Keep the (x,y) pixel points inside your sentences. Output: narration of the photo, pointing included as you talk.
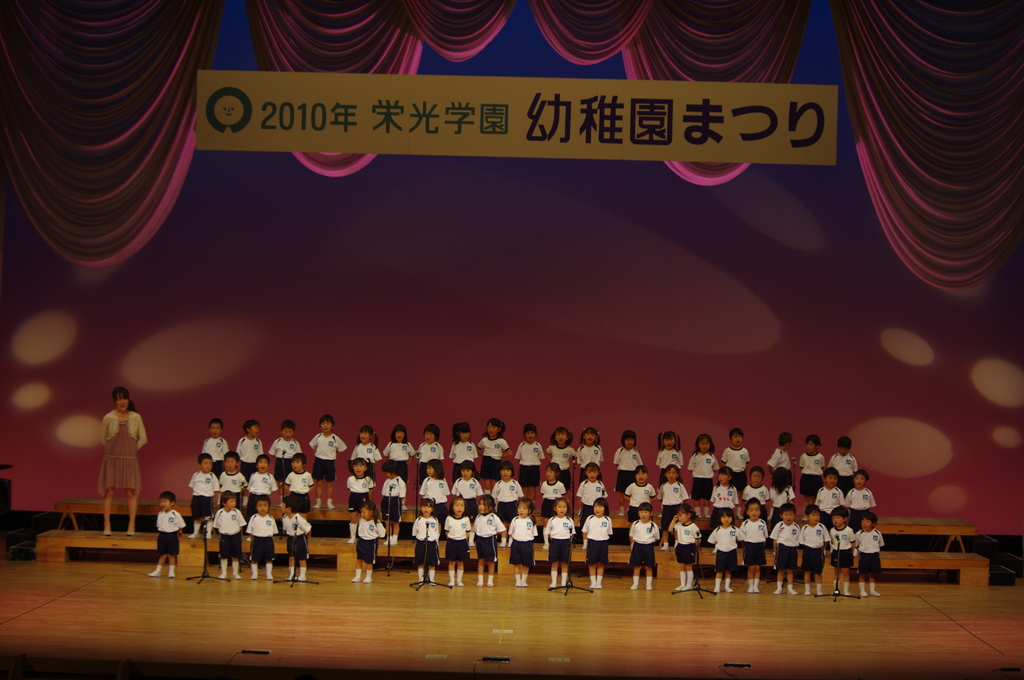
In the image there are a group of kids (491,546) standing on the stage (708,629) and on the left side (118,451) there is a woman (118,468), behind the kids (393,470) there is some text (296,108) and around that text (284,85) there are animated curtains (920,255).
